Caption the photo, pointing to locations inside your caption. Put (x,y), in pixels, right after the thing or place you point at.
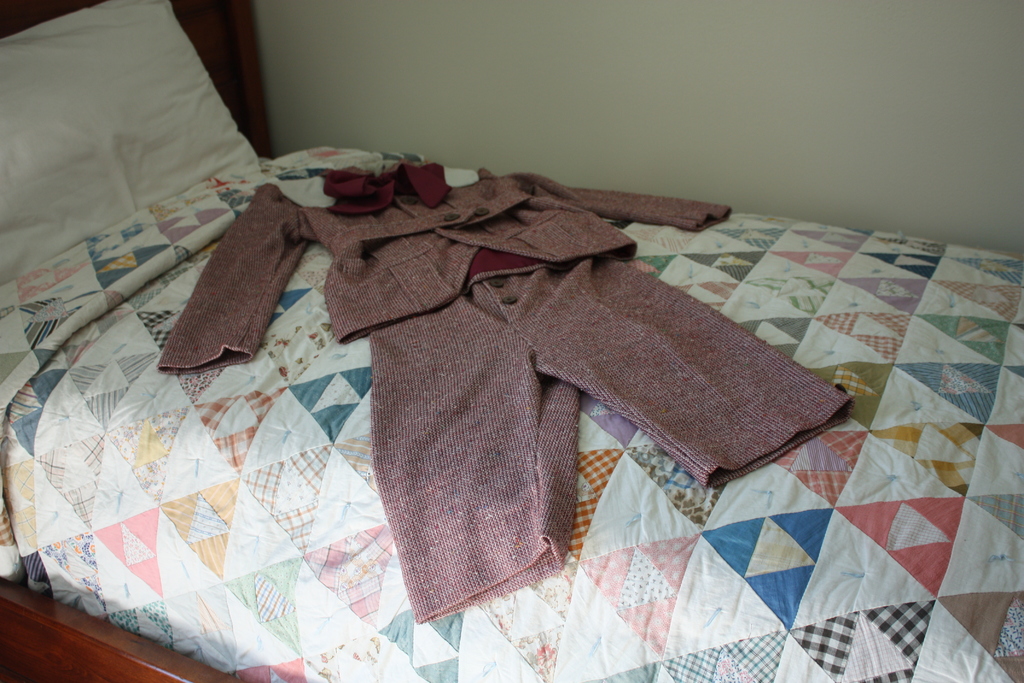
In this picture we can see bed (832,259) and on bed (267,180) we have pillow (128,155), some dress (398,272) on it and in background (348,145) we can see wall (442,72).
